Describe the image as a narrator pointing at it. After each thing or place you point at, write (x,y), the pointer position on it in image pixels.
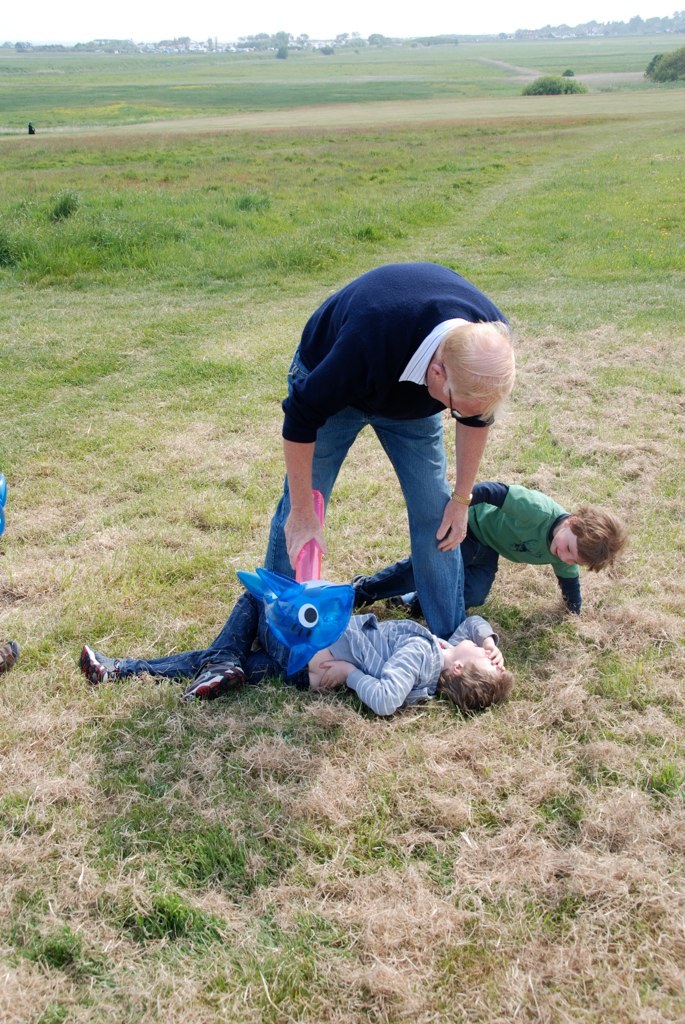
In this picture there is a man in the center of the image (442,525) and there are two children (614,525) in the center of the image (449,681), there is grassland (157,281) around the area of the image.
